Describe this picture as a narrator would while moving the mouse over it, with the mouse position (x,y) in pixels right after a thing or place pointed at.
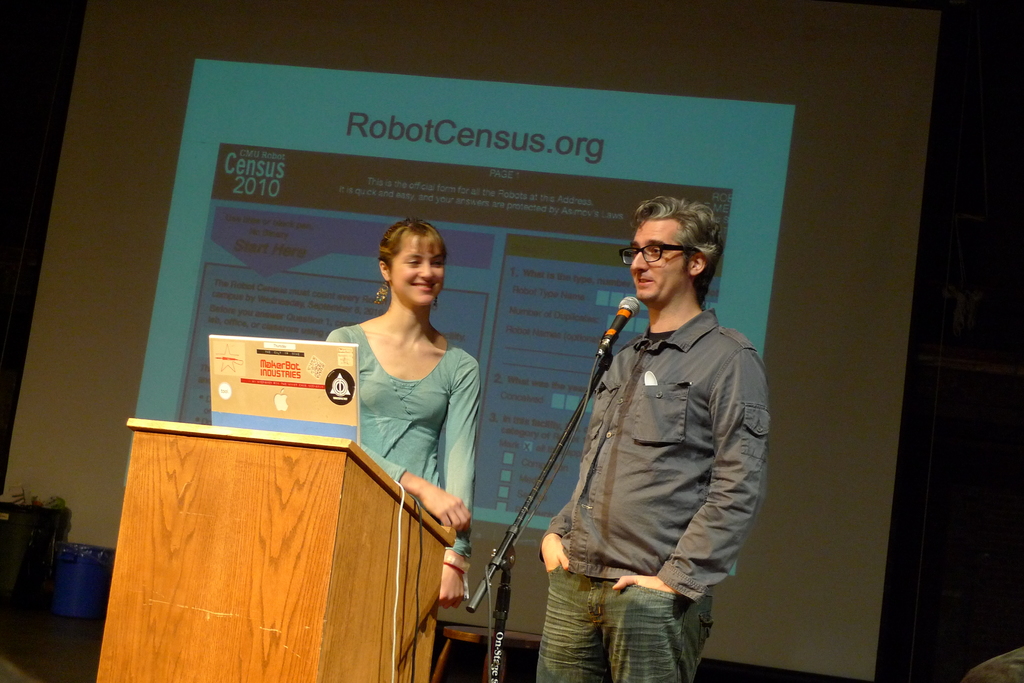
In this picture there is a man (638,360) wearing a gray color shirt (643,432) is giving a speech in microphone (622,315). Beside there is a girl (407,389) wearing a blue dress (413,408) smiling and looking to him. Behind there is a big projector screen (442,61). In the front (166,482) there is a wooden speech desk (235,481).
